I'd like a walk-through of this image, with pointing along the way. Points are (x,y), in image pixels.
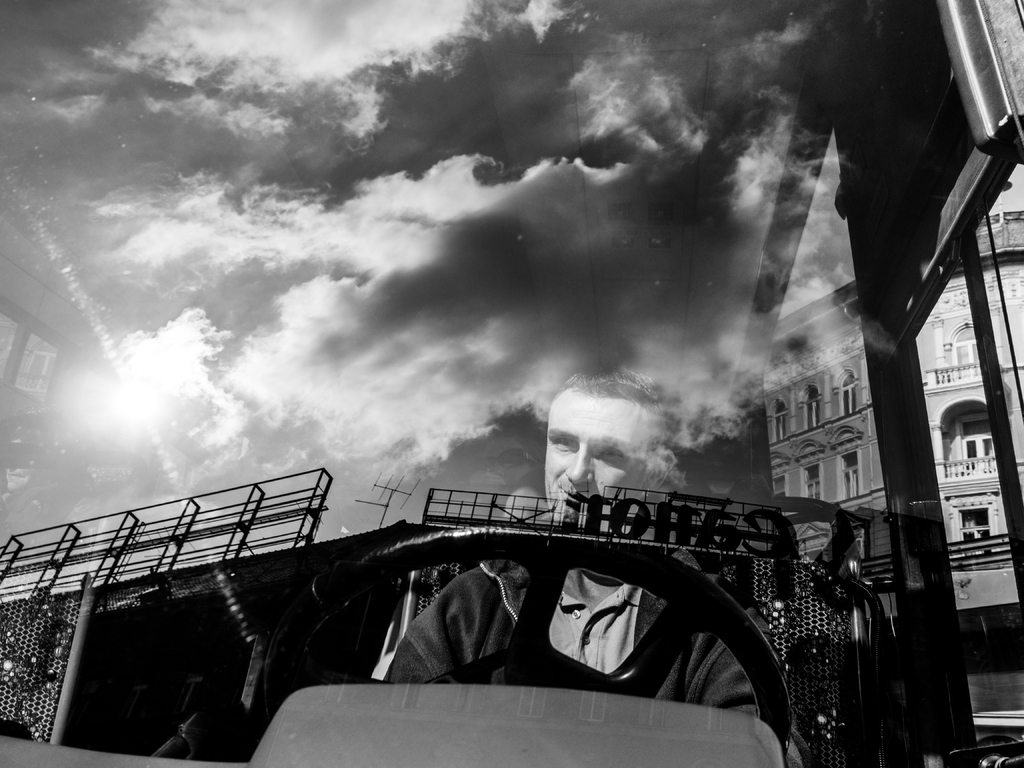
In this image, we can see a person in the vehicle (328,193), on the glass (287,564) we can see the reflection (762,555) of clouds (711,361) and a name board (777,544), we can see the building (803,438).
